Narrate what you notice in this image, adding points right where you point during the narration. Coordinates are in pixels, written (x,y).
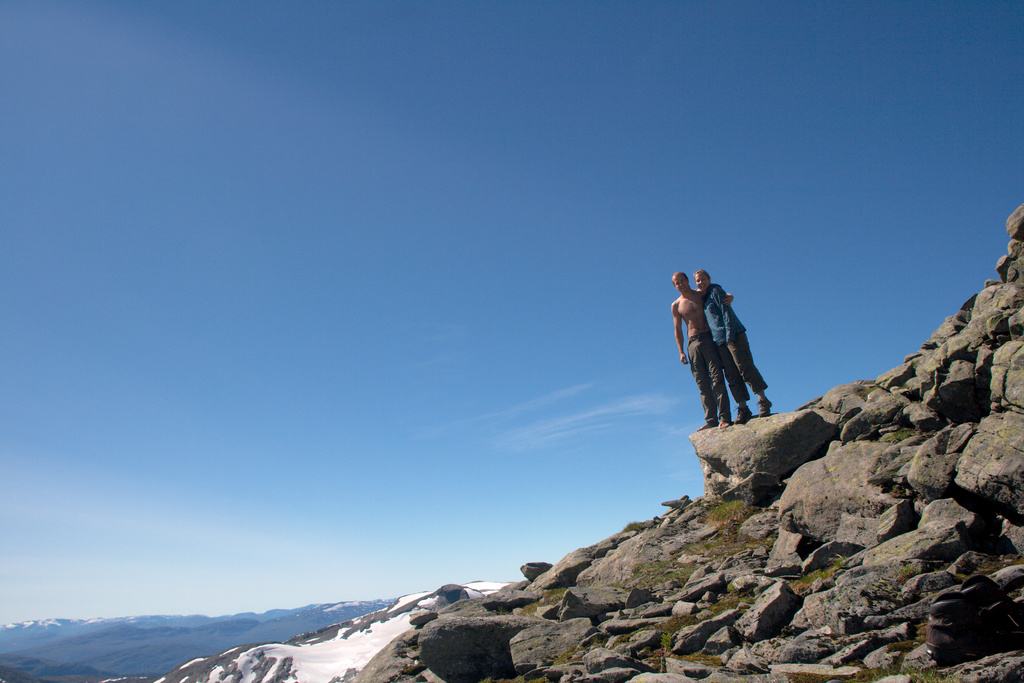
In this image we can see two people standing on the rock (727,493). We can also see some stones (774,574) and grass (682,656). On the backside (77,660) we can see the ice hills (146,623) and the sky (401,490) which looks clear.
